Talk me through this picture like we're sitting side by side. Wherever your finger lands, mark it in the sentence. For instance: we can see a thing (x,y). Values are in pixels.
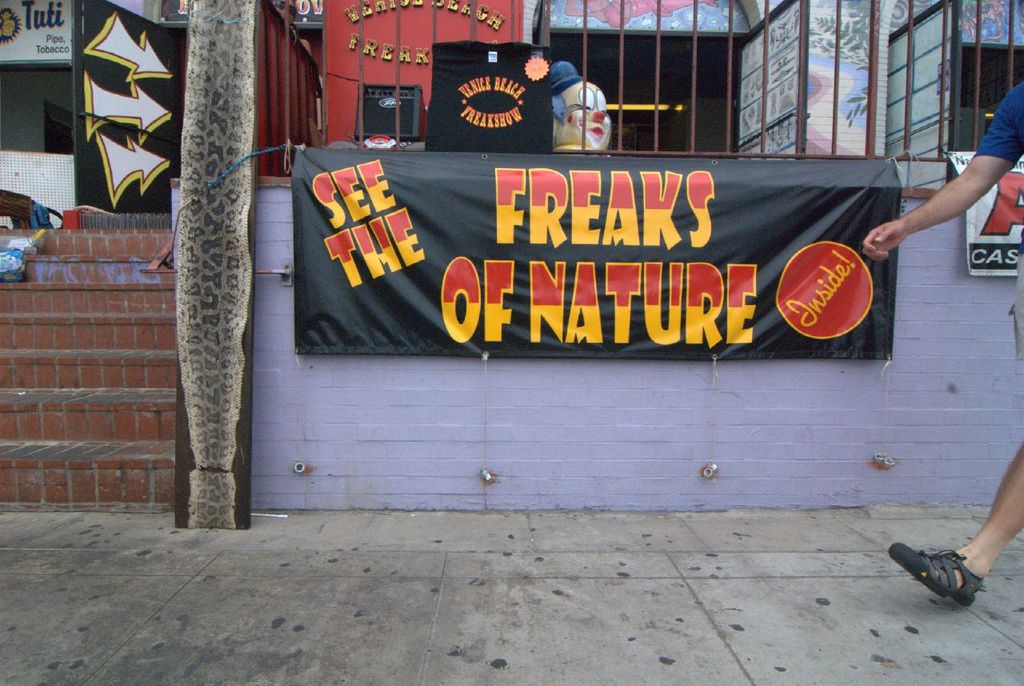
In this image we can see there is a building (616,95), in front of the building (391,81) there is a toy (572,112) and railing (286,36) and a banner (481,257) is attached to the railing (907,146). On the right side of the image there is a person (952,572) walking on the road (138,568). On the left side of the image (66,261) there are stairs (66,261), above the stairs (77,394) there is another banner (112,168), beside that there is a stall (44,120).
